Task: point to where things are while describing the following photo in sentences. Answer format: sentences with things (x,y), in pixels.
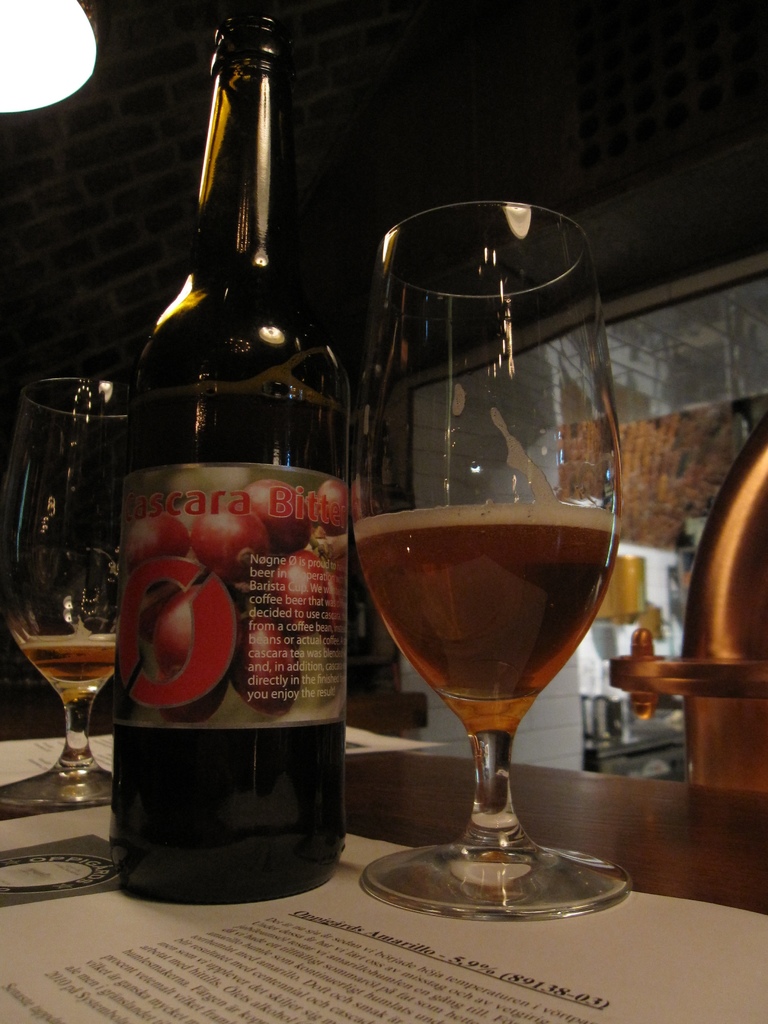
There is bottle (200,498) and a glass (455,532) with some drink (478,604) in it. Both of them were placed on the table (634,808). There is a paper (375,957). In the background (657,731) there is a glass door (671,472) here.
